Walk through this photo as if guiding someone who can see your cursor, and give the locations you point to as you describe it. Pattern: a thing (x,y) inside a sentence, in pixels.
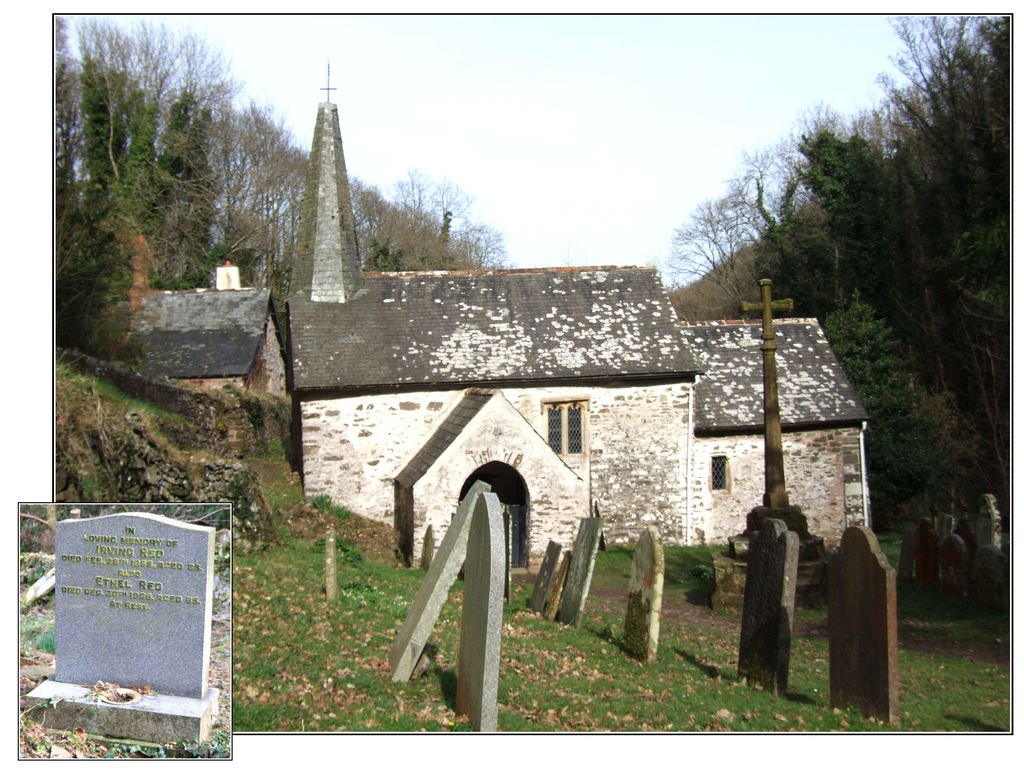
In this image we can see a collage pictures, in one picture there is a grave (126,591) and some texts (107,596) written on it, and in the other image we can see a graveyard (516,638), a house (375,503), there is a statue (766,410) of a cross symbol (766,388), there are some trees (917,193), and grass (504,655), also we can see the sky (485,106).
